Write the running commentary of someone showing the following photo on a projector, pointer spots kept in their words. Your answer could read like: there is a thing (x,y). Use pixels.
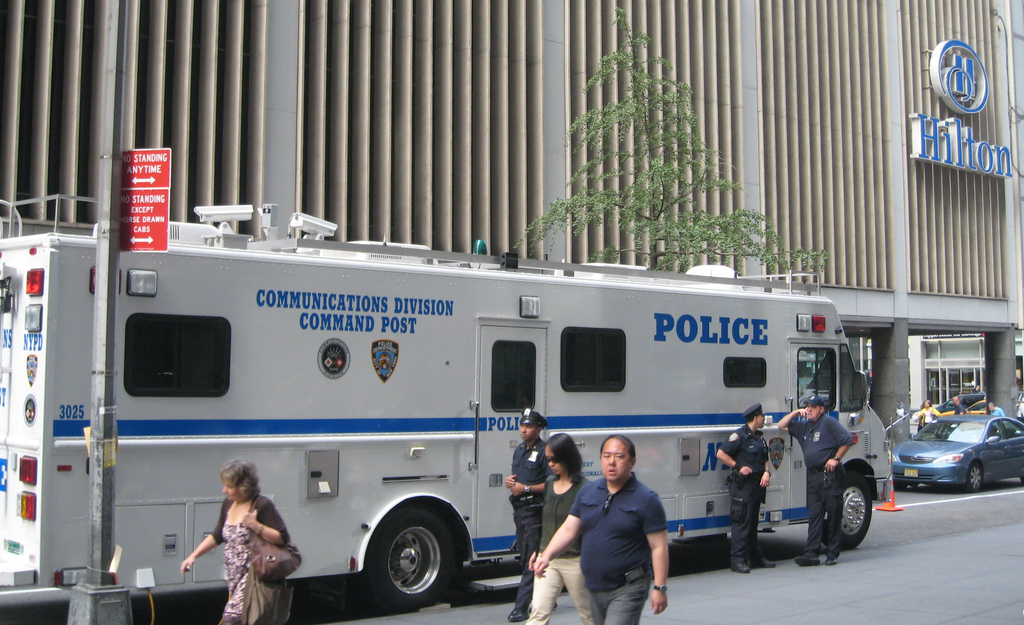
In this picture I can see 2 vehicles (695,417) in front (939,458) and I can see few people (594,486) in front of the vehicles (637,472) and in the background (1,131) I see the building (854,39) on which there is something written and I see a tree (589,123) and on the left side of this image (106,231) I see a pole (111,178) on which there is a board (167,171) and there is something written on it.
